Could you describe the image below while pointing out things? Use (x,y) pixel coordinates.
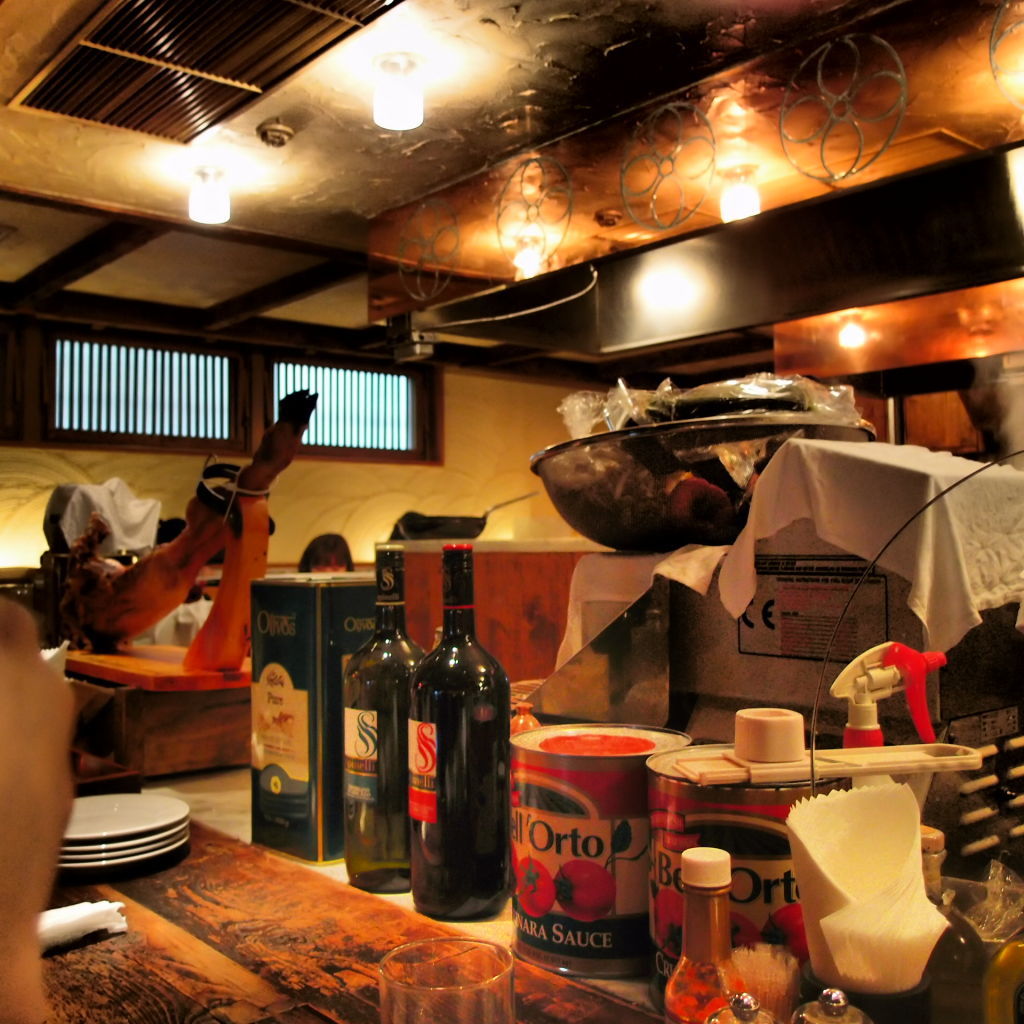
It is a closed room (583,668) where on the table (466,927) there are wine bottles (395,844), plates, boxes (706,826) and tissues (871,858) and dishes (668,491) with some cardboards (777,669) are present and behind them there is a person (316,553) sitting and there is a wall (445,430) with open windows (143,364) are present.
